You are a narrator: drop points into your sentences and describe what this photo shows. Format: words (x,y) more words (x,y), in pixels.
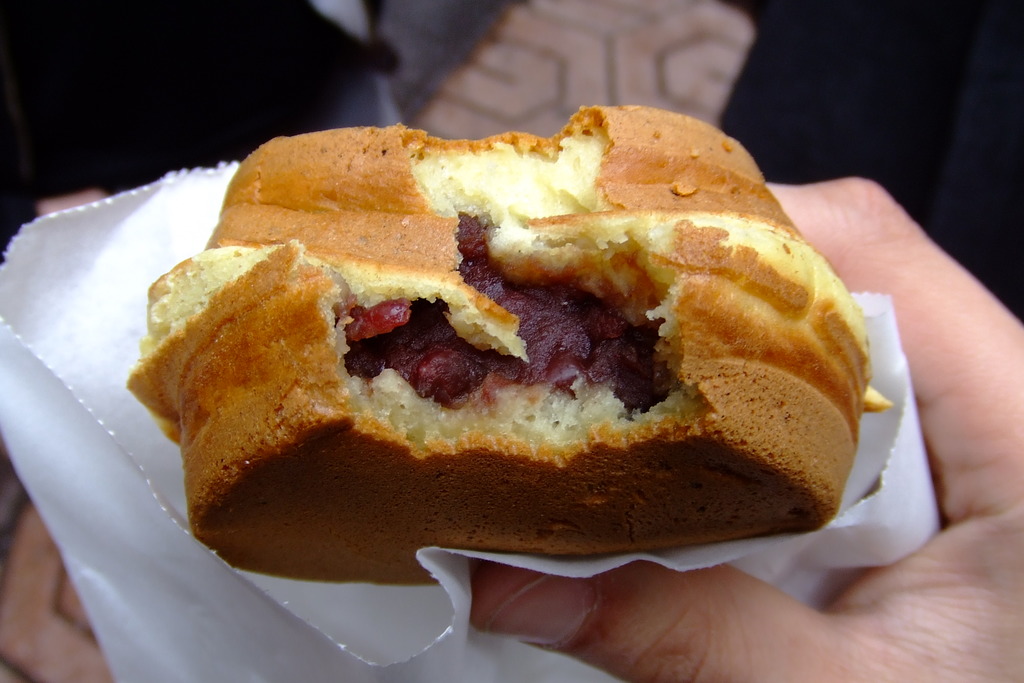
In this image we can see a person's hand (694,583) holding a pastry (457,373) and there is a napkin (63,271).
